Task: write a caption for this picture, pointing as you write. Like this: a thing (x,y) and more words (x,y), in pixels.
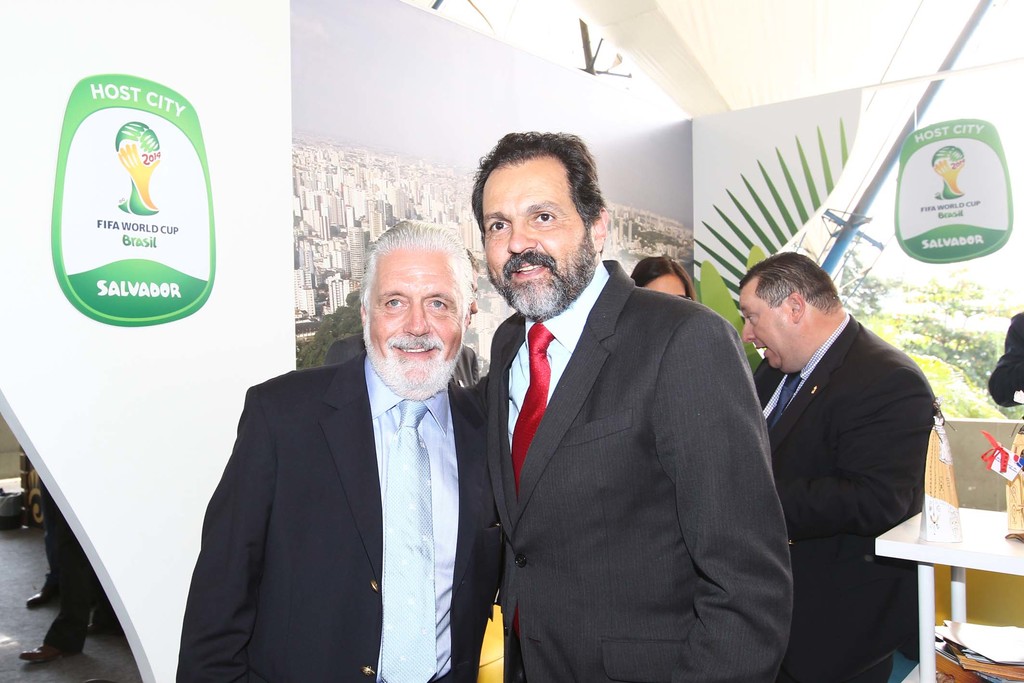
In this image I can see few people (832,553) are standing, I can also see smile on few faces (379,367). In the background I can see a poster (95,287) of FIFA World Cup.
